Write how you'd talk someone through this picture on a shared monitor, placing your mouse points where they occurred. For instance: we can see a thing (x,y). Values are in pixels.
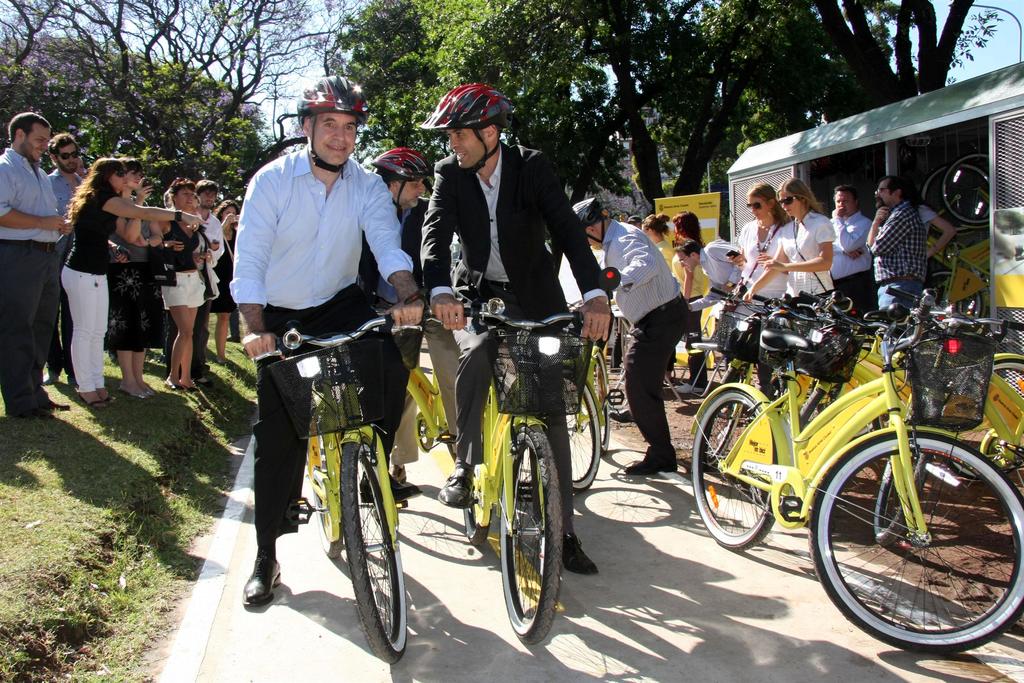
In this image I see 2 men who are on the cycle (583,344) and they are on the path (683,517) and I also see that there are many cycles (962,266) over here. In the background (14,400) I see lot of people (651,354) and lot of trees (23,35).
